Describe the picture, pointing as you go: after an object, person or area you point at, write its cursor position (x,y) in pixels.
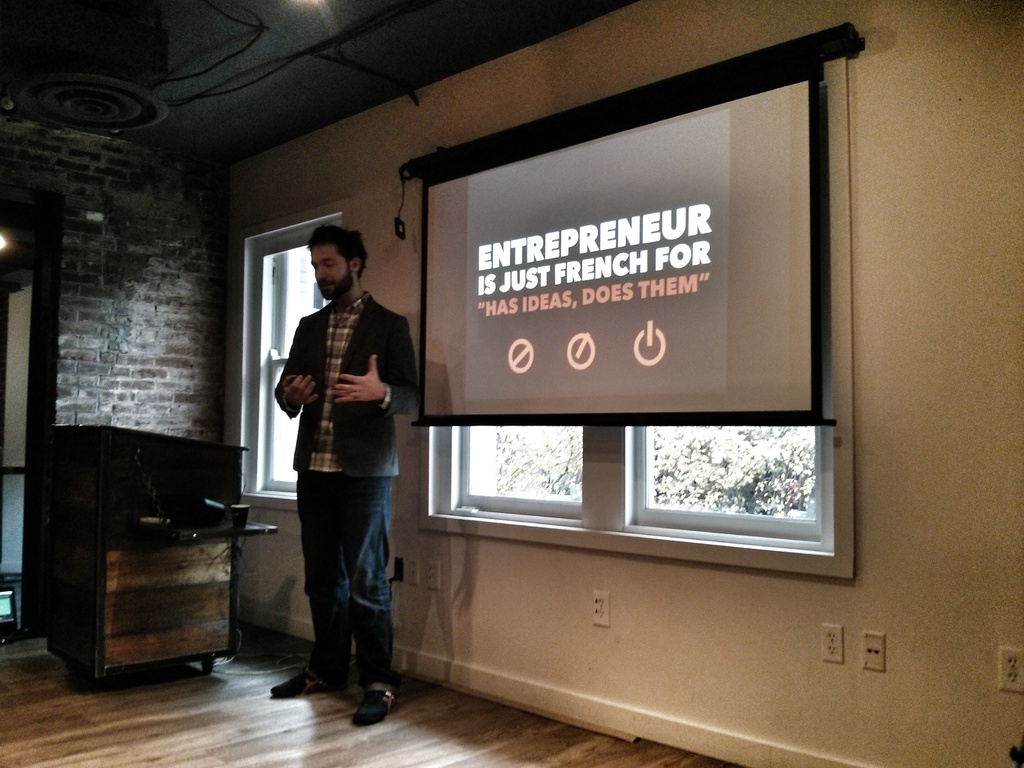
In this picture there is a man (396,327) who is wearing jacket (378,322), shirt (334,313), jeans (339,514) and shoe (299,684). He is standing near to the projector screen (470,320), beside him we can see table (150,562). On the left (20,464) there is a door (44,365). Through the window (624,504) we can see the plants (754,477). In the bottom right corner (1012,684) we can see sockets (828,638). On the bottom (69,759) there is a wooden floor (275,746). Here we can see a brick wall (120,324).
